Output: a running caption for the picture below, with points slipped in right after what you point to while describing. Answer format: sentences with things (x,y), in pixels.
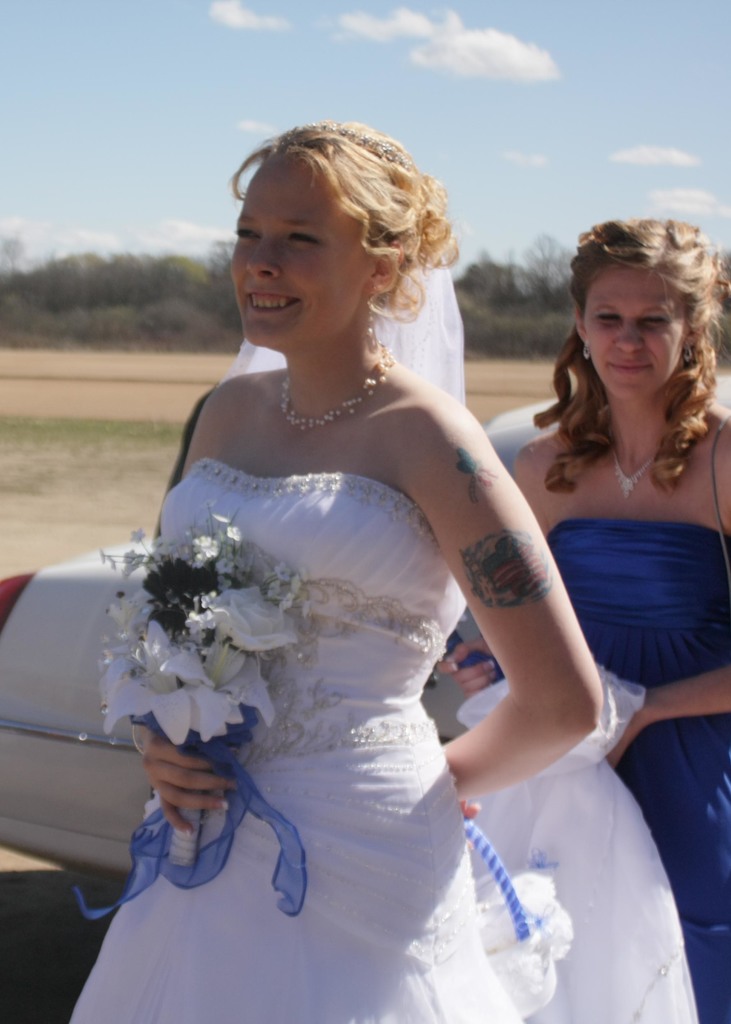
As we can see in the image there are two women (440,452), flowers (280,614), vehicle (69,611) and in the background (190,306) there are trees (462,277). At the top (361,105) there is sky (337,70) and clouds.
